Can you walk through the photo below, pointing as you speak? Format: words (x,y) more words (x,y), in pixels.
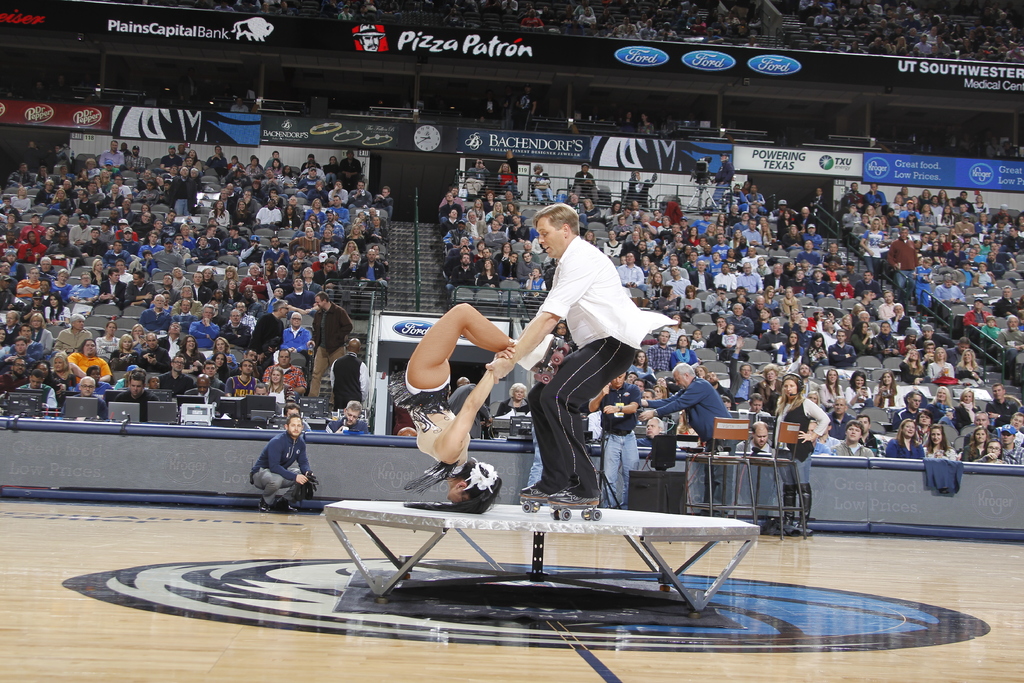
In this picture there is a man (568,265) who is wearing white shirt (600,309), black trouser (561,400) and shoe (583,509). He is standing on the table (549,515) and holding a woman (440,376). Both of them are doing stunt. In the back (788,408) there are some peoples (804,448) who are standing near to the board (760,498). Behind that there are some persons (363,422) who is sitting near to the computers (240,411) and laptops (91,405). In the background (619,242) we can see audience (478,260) who are watching the game. At the top (485,45) we can see advertisement board (673,58).
